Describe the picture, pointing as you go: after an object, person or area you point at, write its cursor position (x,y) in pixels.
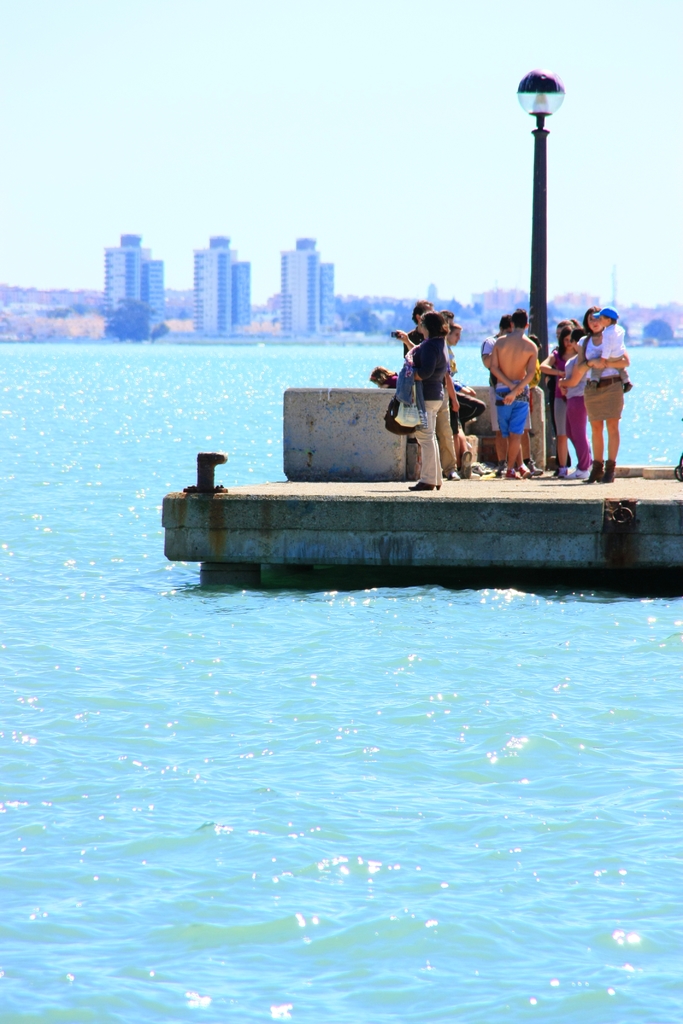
In this picture we can see a group of people (527,353) standing on the path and a woman (590,334) is holding a kid (614,351). Behind the people (490,345) there is a pole (541,157) with light (538,100), water (178,413), buildings (214,289), trees (118,313) and a sky (309,53).
